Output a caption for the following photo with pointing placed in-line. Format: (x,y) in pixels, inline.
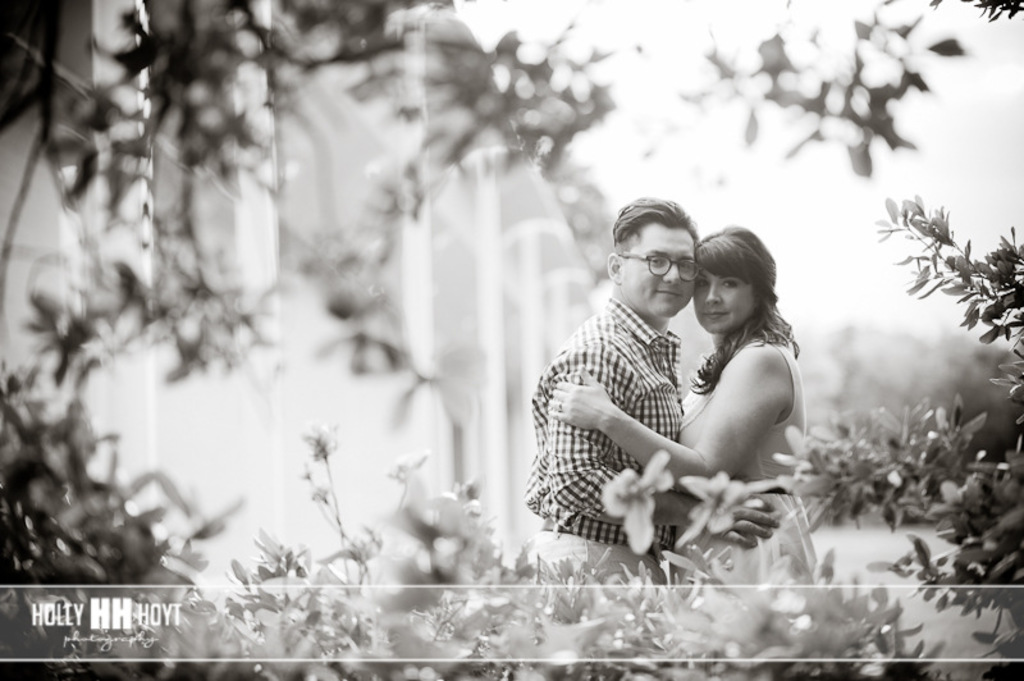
Black and white picture. Here we can see two people (740,364) and plants (541,605). Bottom of the image (226,614) there is a watermark (128,609). Background it is blur.
